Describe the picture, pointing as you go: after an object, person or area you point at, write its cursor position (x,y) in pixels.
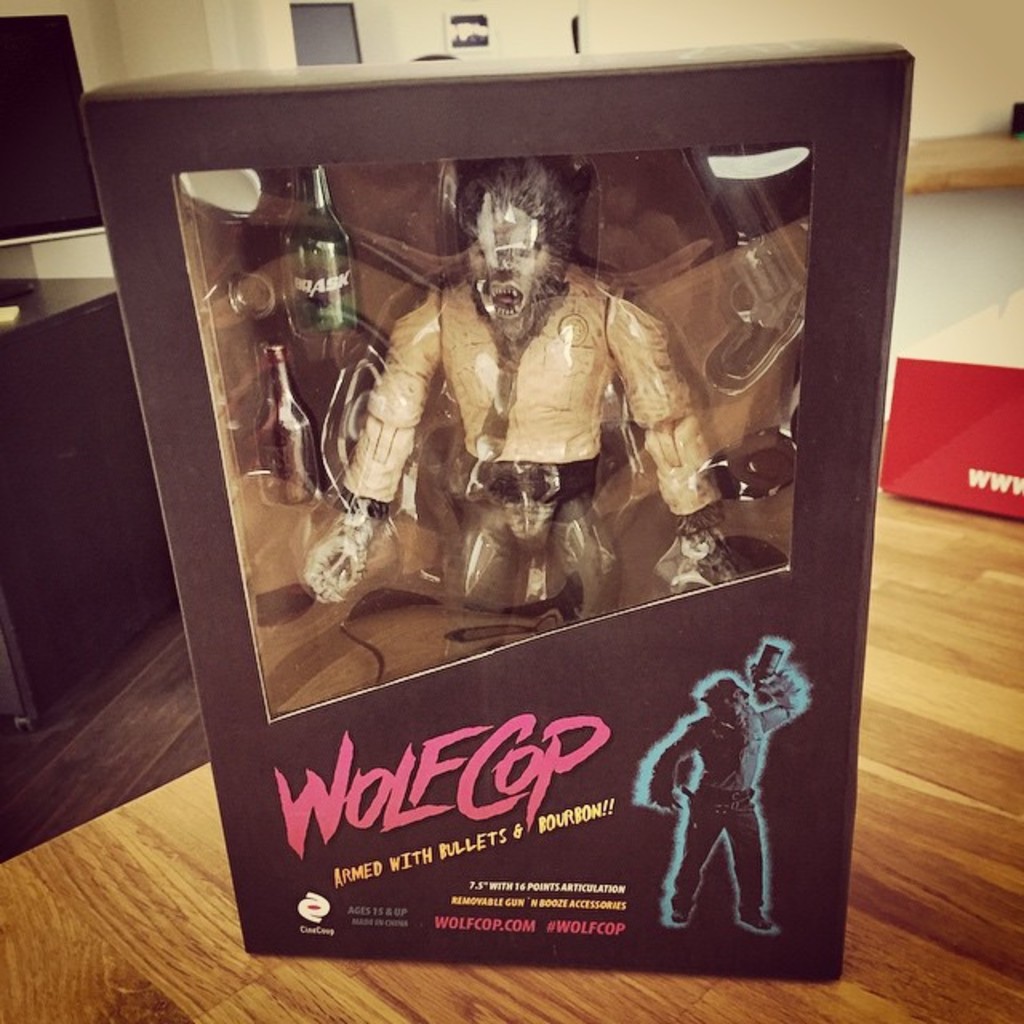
This image is taken indoors. At the bottom of the image (331,851) there is a table (929,691) with a box (818,527) of toys (543,369) on it and there is an empty cardboard box (960,440) on it. In the background (970,28) there is a wall (925,24) and there is a cupboard (1,513).
